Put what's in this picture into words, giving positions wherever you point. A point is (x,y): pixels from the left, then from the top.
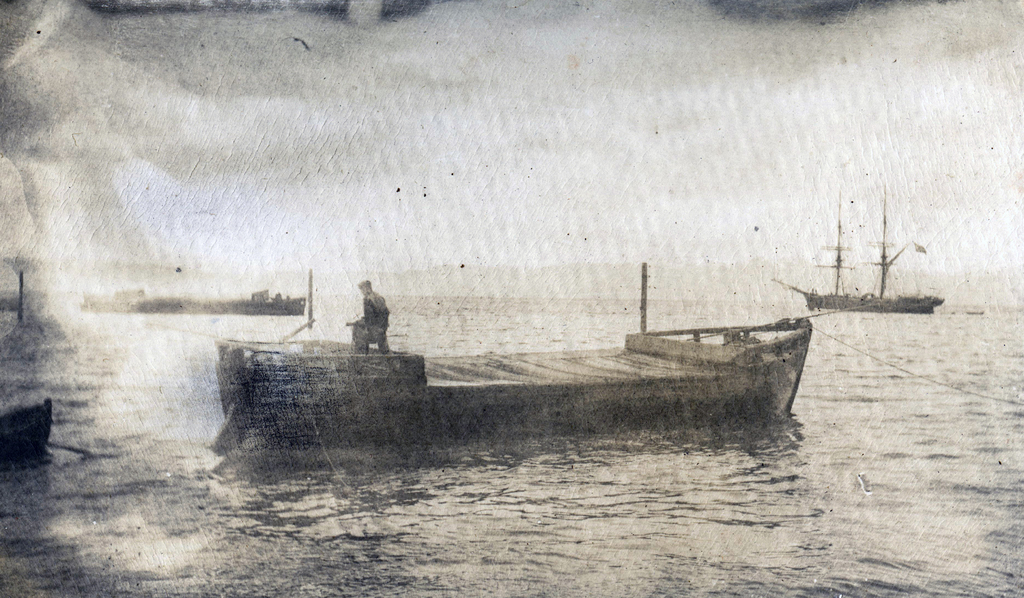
This is a photo and here we can see a boat (392,370) and there is a person (369,333) standing on it. In the background (863,305), we can see some other boats (882,289). At the bottom (682,521), there is water (720,471).
